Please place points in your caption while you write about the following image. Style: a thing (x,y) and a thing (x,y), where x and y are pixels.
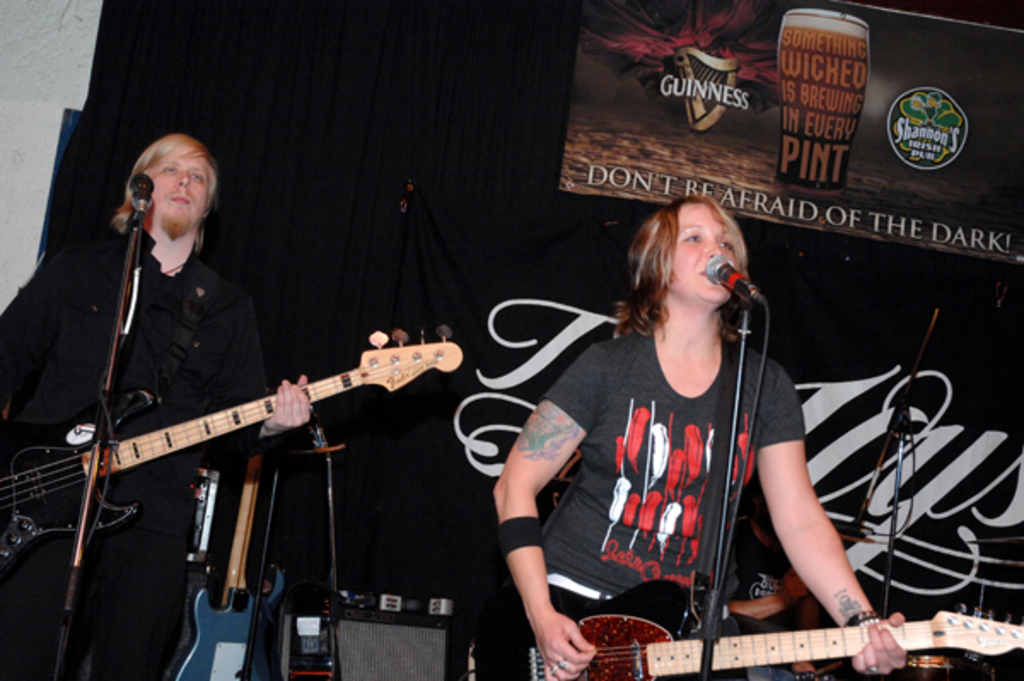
In this image i can see a man (159,495) is playing guitar (139,437) in front of a microphone (148,196) and a woman (593,354) is also playing guitar (614,623) and singing a song in front of a microphone (708,661).
